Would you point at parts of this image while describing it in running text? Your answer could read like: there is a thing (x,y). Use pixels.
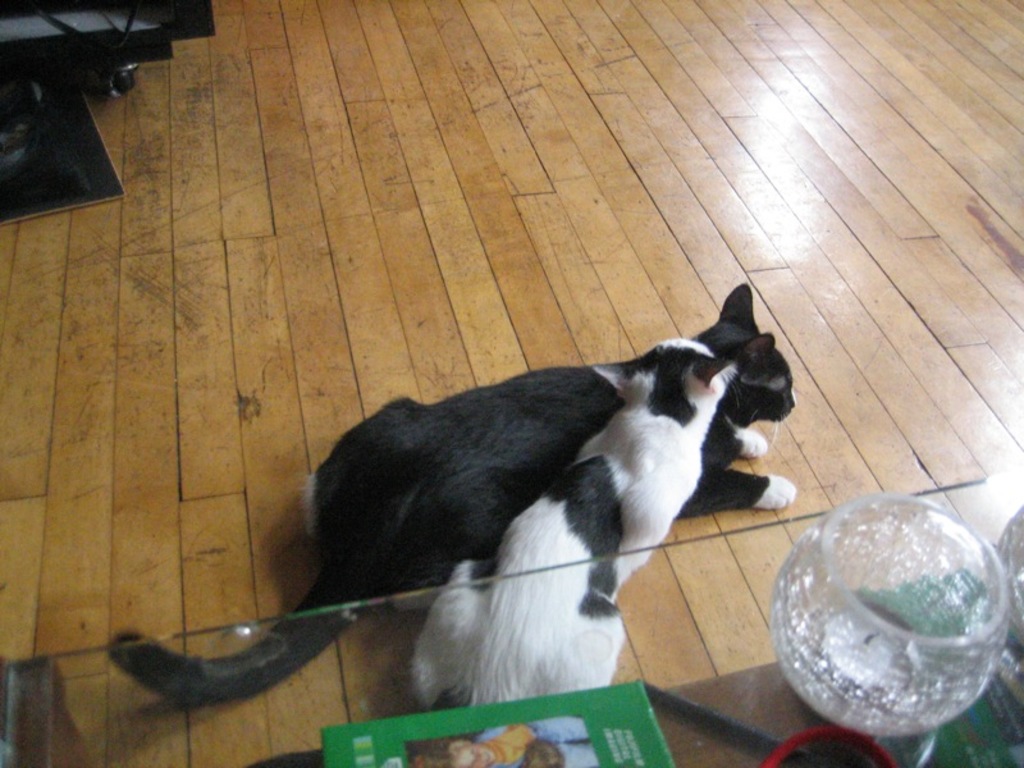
There are two cats (556,460) on the wooden floor (500,261) as we can see in the middle of this image (437,485). There is one glass (846,630) and a book (581,723) kept on a glass table (732,654) at the bottom of this image (697,721). There is a black color object (113,77) kept on the floor (150,67) as we can see at the top left corner of this image (44,103).
